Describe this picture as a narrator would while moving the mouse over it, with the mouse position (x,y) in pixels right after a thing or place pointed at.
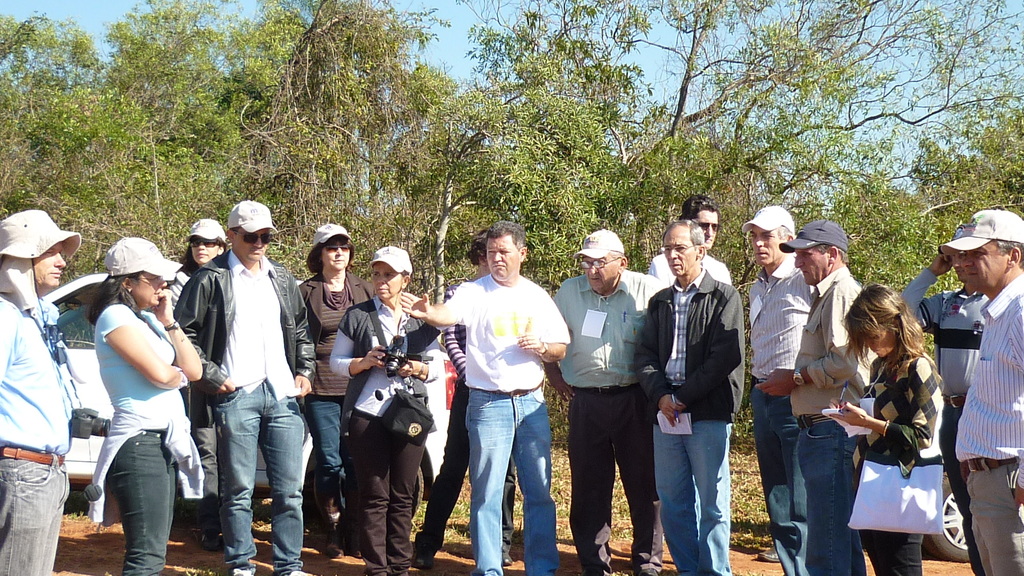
In the middle of the image (514,268) few people (44,285) are standing and holding some papers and cameras (407,353). Behind them there are some vehicles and trees (199,199). At the top of the image (916,84) there is sky (94,5).
